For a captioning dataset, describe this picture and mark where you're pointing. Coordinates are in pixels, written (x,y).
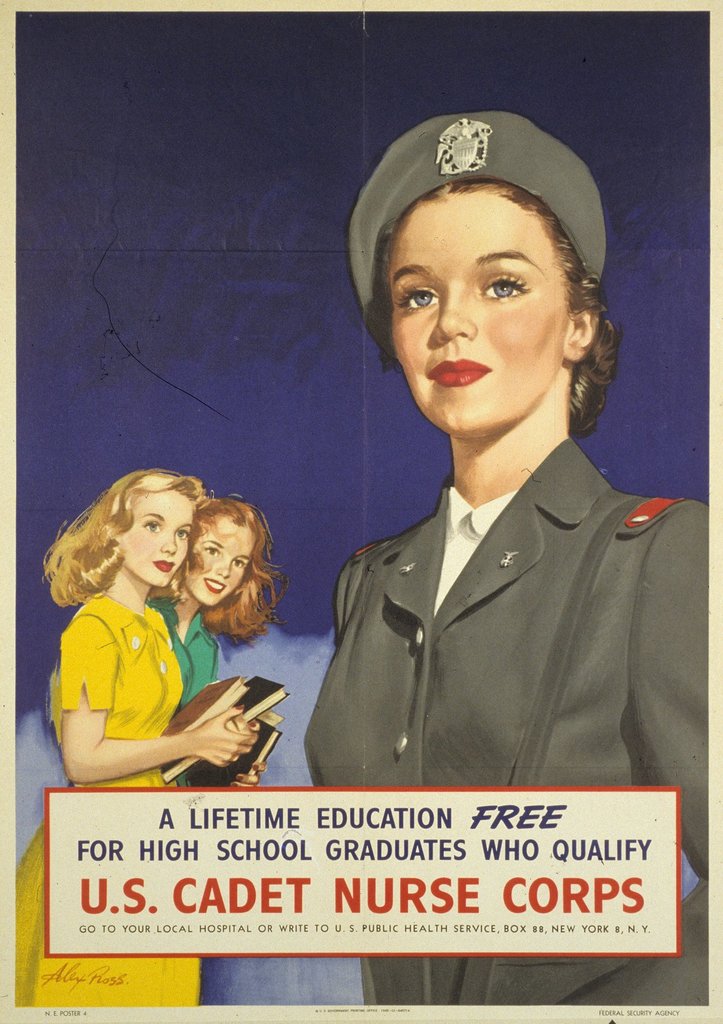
In this image there is a poster (277,465) with images of three women (251,561), at the bottom of the image (236,802) there is some text (248,867) and the two women (232,619) are holding books (255,691) in their hands (239,723).
